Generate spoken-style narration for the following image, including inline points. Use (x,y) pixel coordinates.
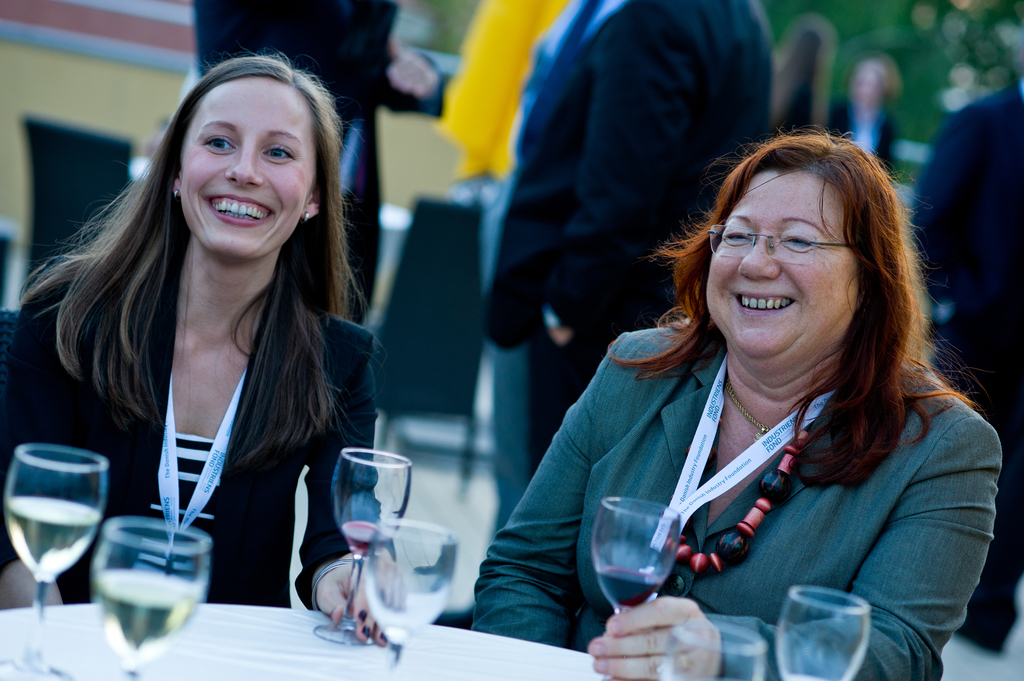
In this image i could see the ladies (229,140) dressed in formals (133,443) and giving a smile. In the left corner of the picture (319,365) lady (311,361) dressed in a black blazer (344,396) and wearing a tag (222,452) and in the right corner (710,425) the other lady (671,428) is wearing a green color blazer (822,509). They are holding a wine glasses (638,554) in their hands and sitting near by the table (228,646). In the front of the picture (182,614) there are some white wine glasses (154,597) and in the background of the picture (545,214) there are many couple of persons (610,130) standing who are dressed formal. I could see a black colored chair (423,296) and in the right corner of the picture (906,31) green trees (906,31).
